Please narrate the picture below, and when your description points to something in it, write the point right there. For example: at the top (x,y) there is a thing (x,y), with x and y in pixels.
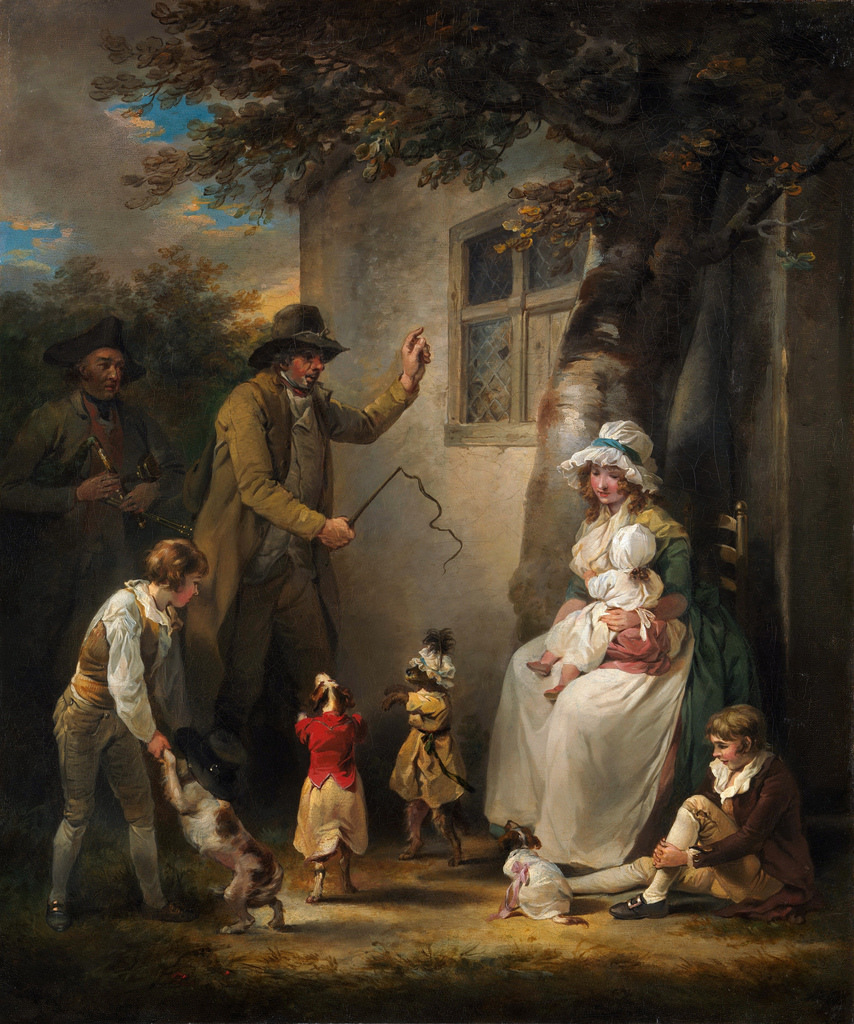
In this picture I can see the painting (153,333). In that painting (315,515) I can see the woman (525,754) who is sitting near to the trees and house (494,440). In front of the window (535,369) there is a man (266,355) who is holding a whip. Besides him I can see the children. On the left (152,648) there is a boy (89,648) who is holding a dog's hand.
